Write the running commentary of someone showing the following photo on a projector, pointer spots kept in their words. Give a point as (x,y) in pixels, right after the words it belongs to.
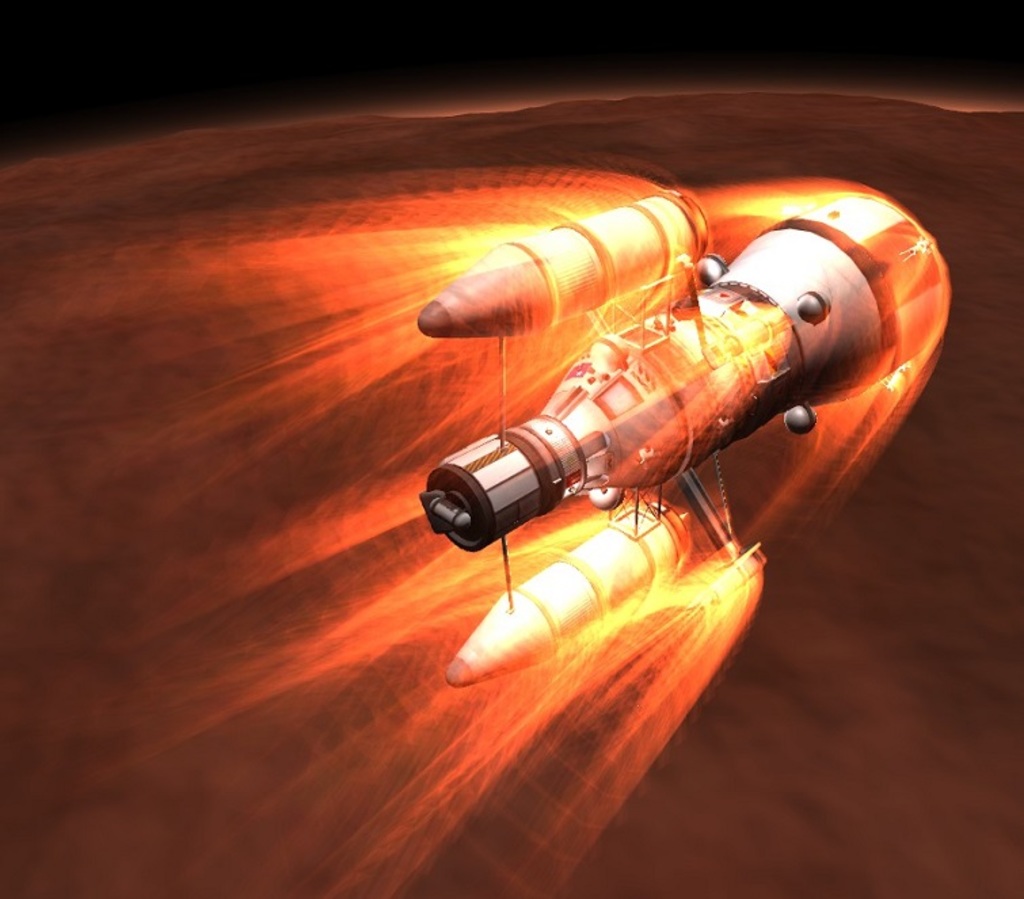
In this image we can see a satellite (732,376).
